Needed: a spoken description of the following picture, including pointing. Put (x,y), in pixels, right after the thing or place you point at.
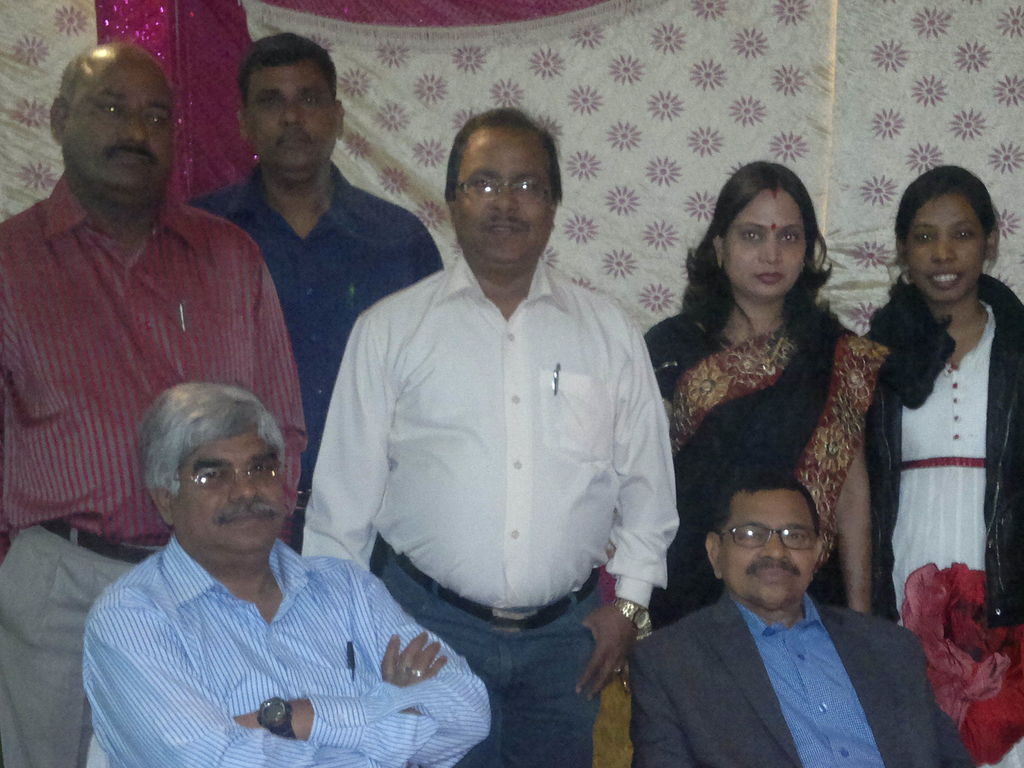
In the image few people (522,157) are standing and sitting. Behind them there is a curtain (400,9).
